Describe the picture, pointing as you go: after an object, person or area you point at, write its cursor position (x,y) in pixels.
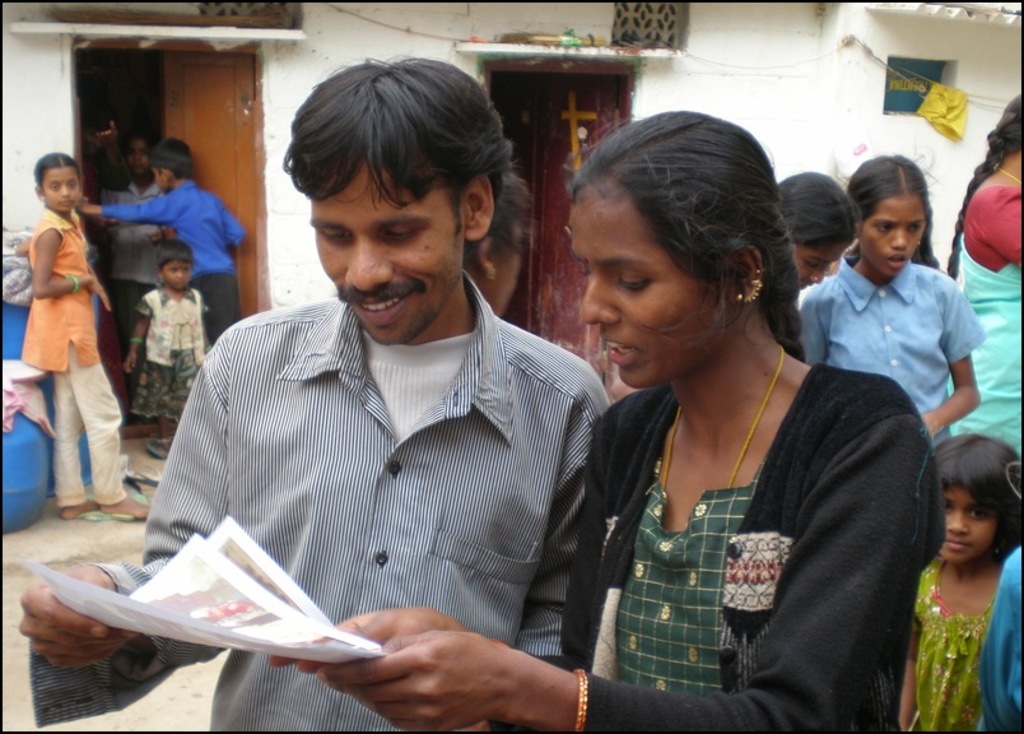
This image is taken outdoors. In the background (778,98) there is a house (761,105) with walls (761,105), doors (533,86) and ventilators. There are two drums (42,459) on the floor (94,535). A few kids (67,510) are standing on the floor (119,538). On the right side of the image (863,263) a few people (916,260) standing. In the middle of the image (522,374) a man (471,388) and a woman (739,490) are standing and they are holding papers (215,624) in their hands (391,650).
